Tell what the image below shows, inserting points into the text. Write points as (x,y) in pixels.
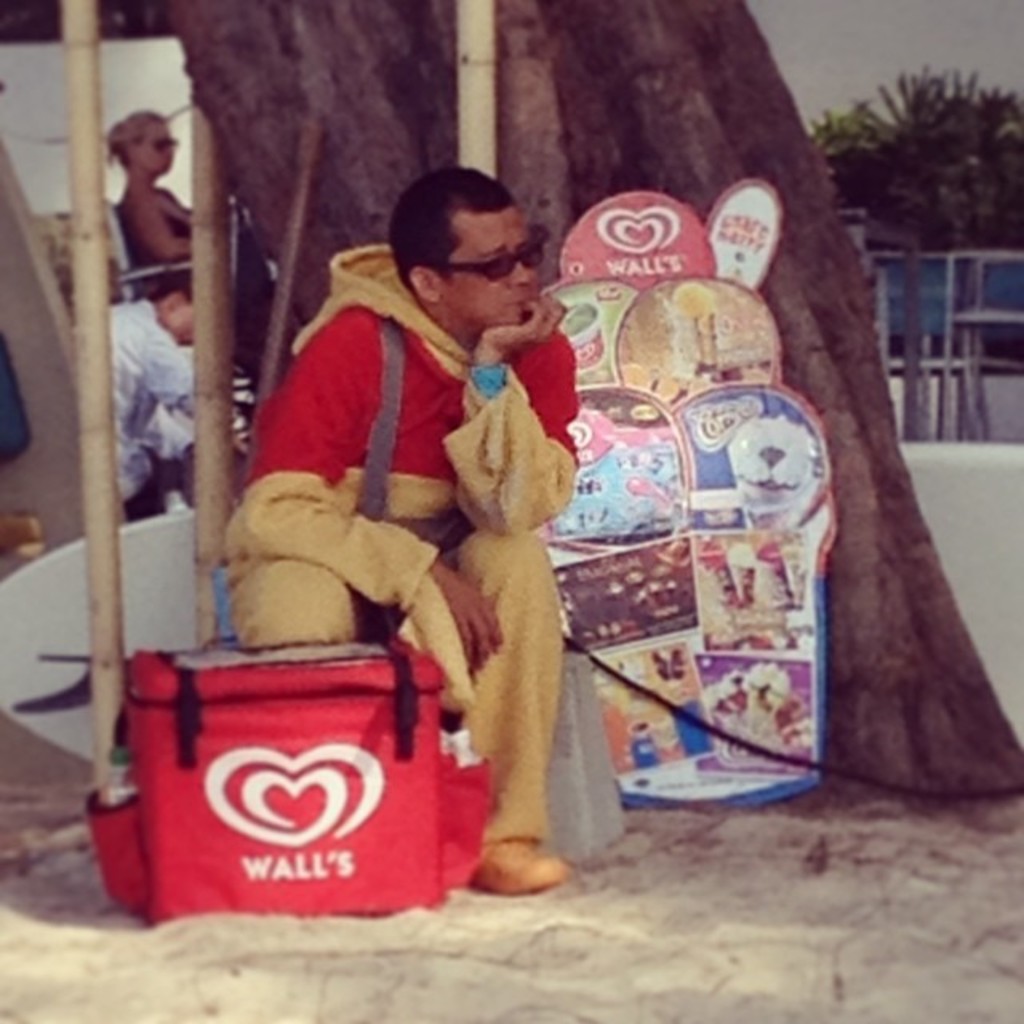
This image consists of a man (484,312) wearing red color T-shirt (412,416). Beside him there is an Ice-cream box (241,740) in red color. To the right (716,414), there is a chart menu (696,419). Behind him, there is a tree (668,84). To the right (968,289), there is a wall (978,559) along with railing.
